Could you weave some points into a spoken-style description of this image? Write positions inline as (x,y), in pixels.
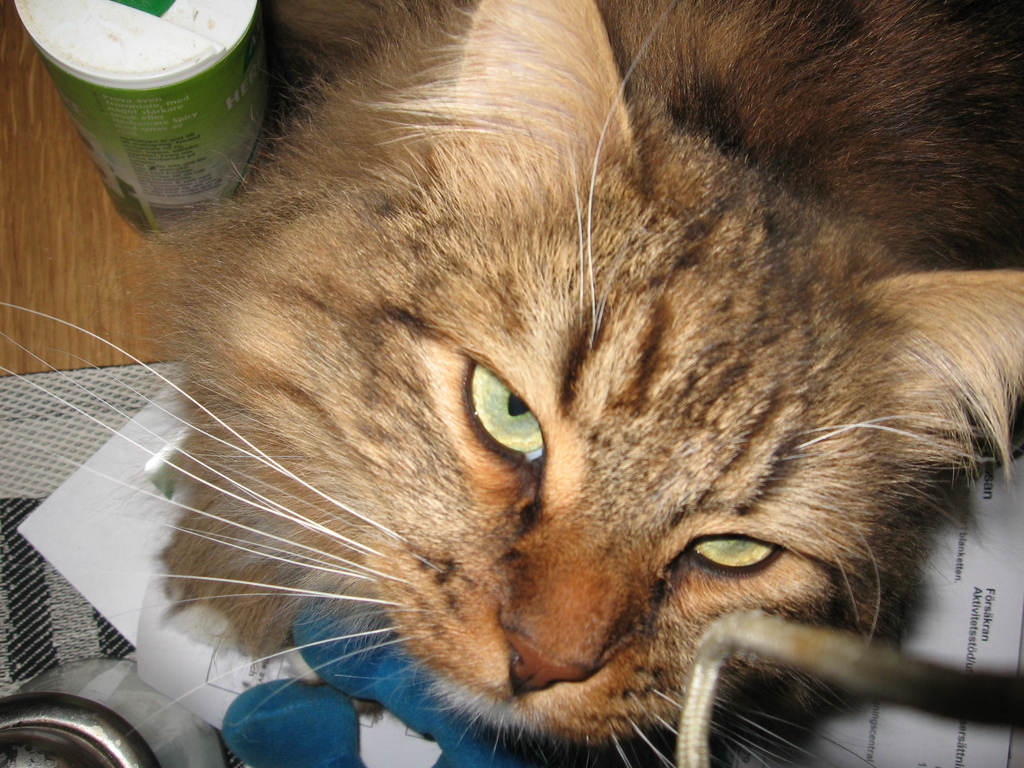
In this picture we can see a cat (439,371), here we can see a wooden platform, papers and some objects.
